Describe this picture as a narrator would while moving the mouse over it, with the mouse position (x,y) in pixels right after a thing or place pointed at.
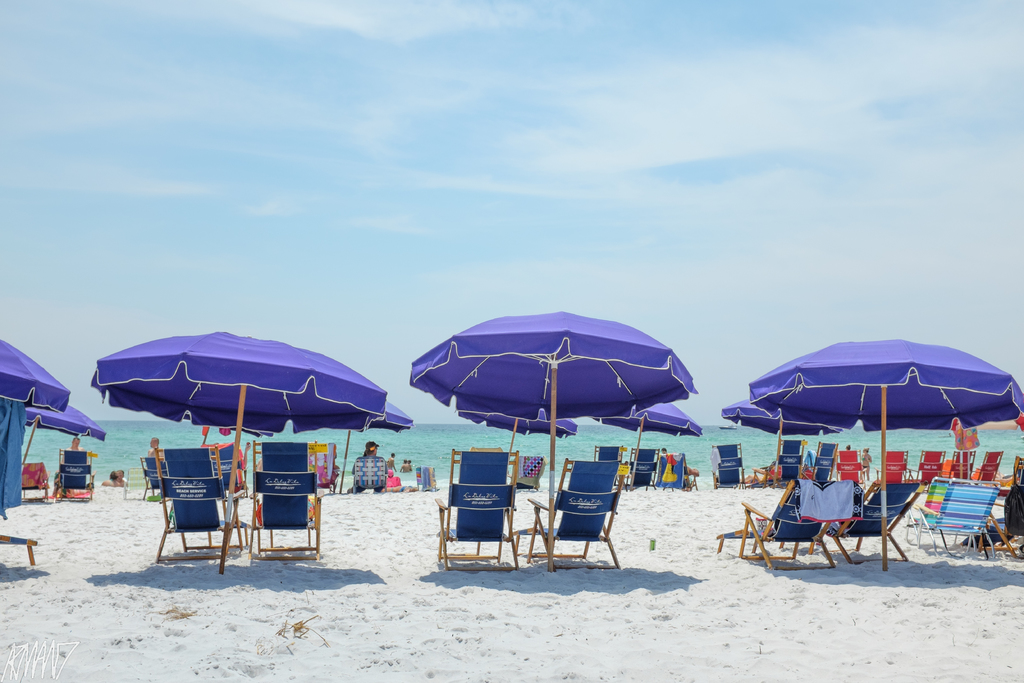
Here in this picture we can see blue colored chairs (190,484) and umbrellas (549,428) present on the beach (322,508) all over there and we can see people (391,479) also sitting here and there and in the background (408,444) we can see water (129,433) present all over there and we can see clouds (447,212) in the sky (402,202).
